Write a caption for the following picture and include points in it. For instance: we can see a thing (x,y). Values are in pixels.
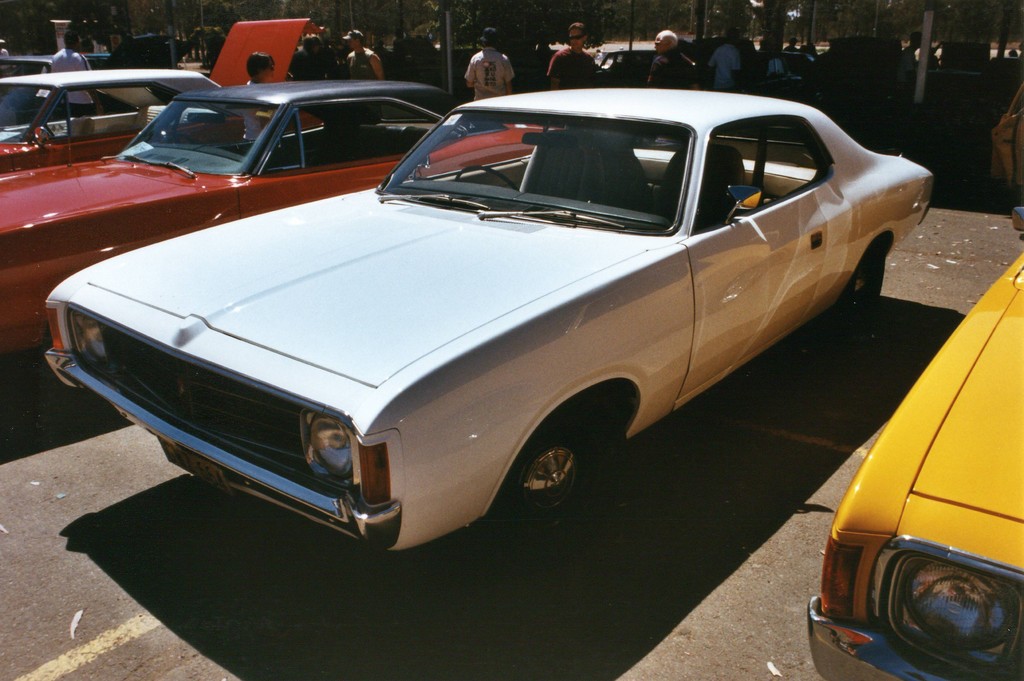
In this picture, we see the cars (165,178) in white, red and yellow colors are parked on the road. Behind them, we see people (484,44) standing on the road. In the background (353,11), there are many trees (419,22) and poles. It is a sunny day.
